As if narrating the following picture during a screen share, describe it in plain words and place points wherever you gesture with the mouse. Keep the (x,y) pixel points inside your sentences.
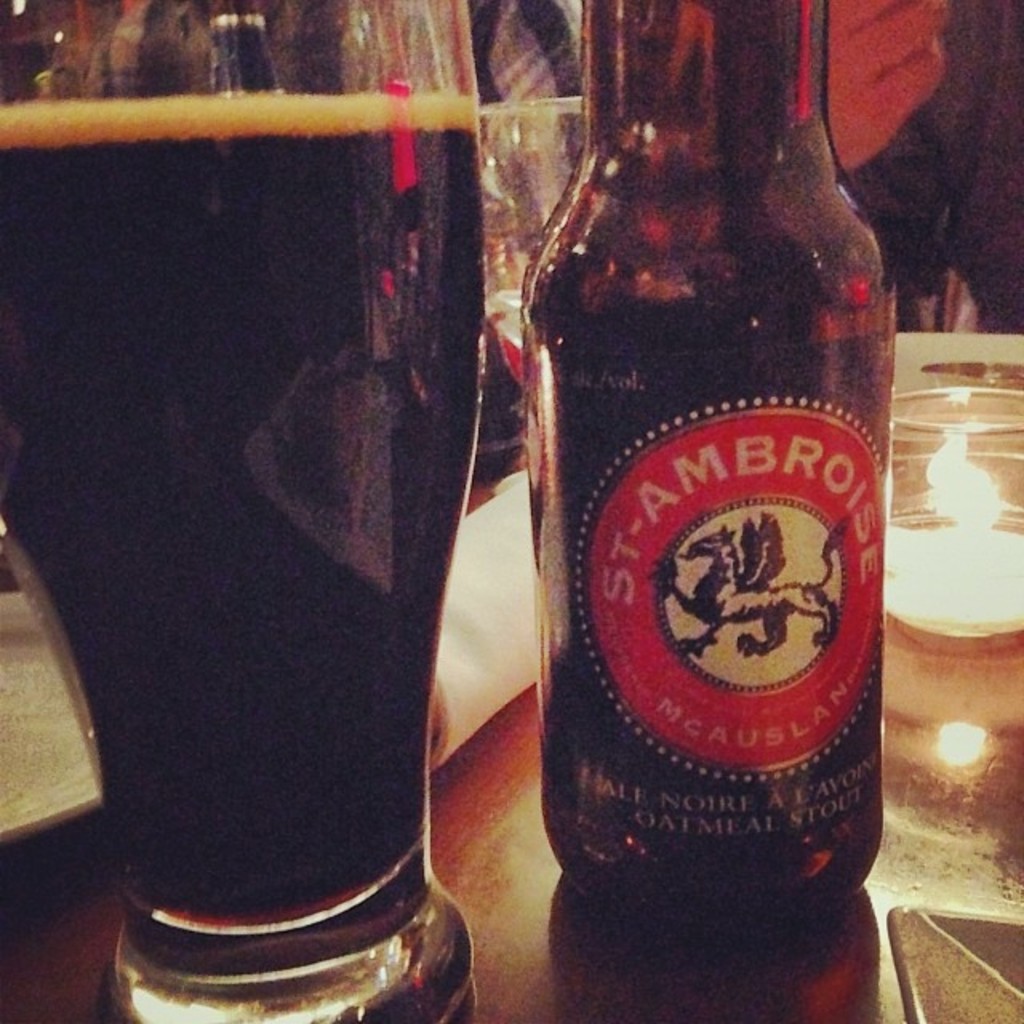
In this image I can see a bottle (694,507), glasses (221,638) and other objects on the table (2,868). In the background (856,116) I can see a person's hand (856,116).
